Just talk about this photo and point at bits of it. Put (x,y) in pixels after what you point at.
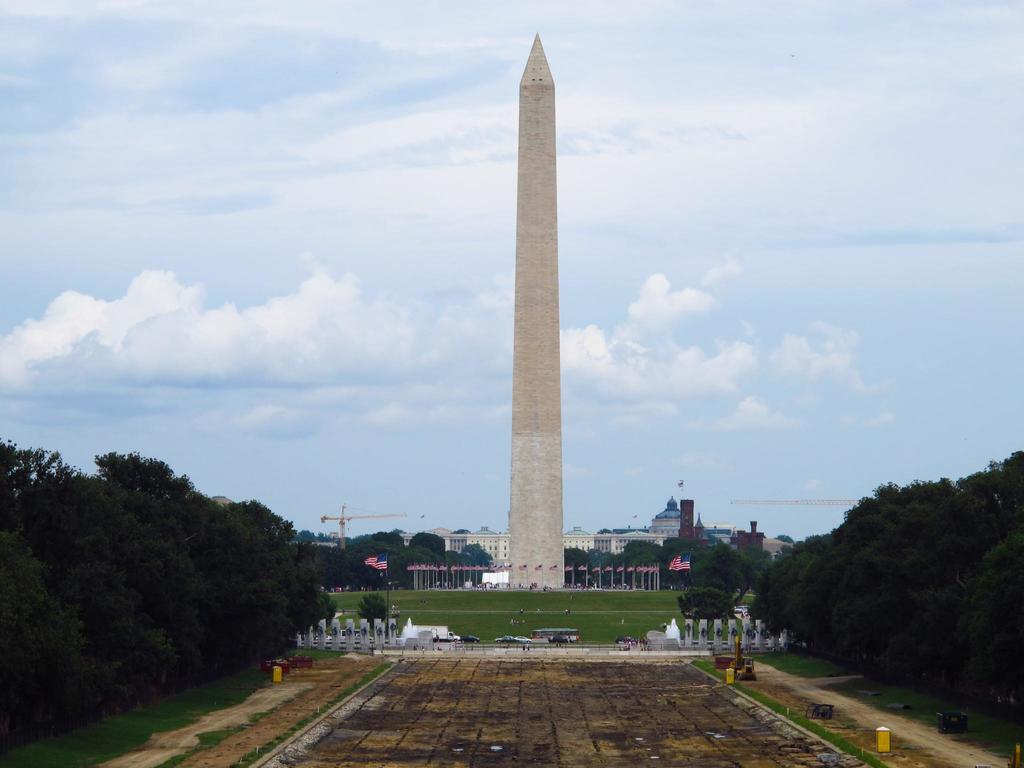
In this image we can see the tower (519,488), buildings (506,543), flags (679,556), vehicles (463,639) and also the trees (169,607). We can also see the crane (337,519), path (362,654), concrete pillars (382,631), grass (759,659) and also the sky (468,322) with the clouds (675,371) in the background (765,311).
